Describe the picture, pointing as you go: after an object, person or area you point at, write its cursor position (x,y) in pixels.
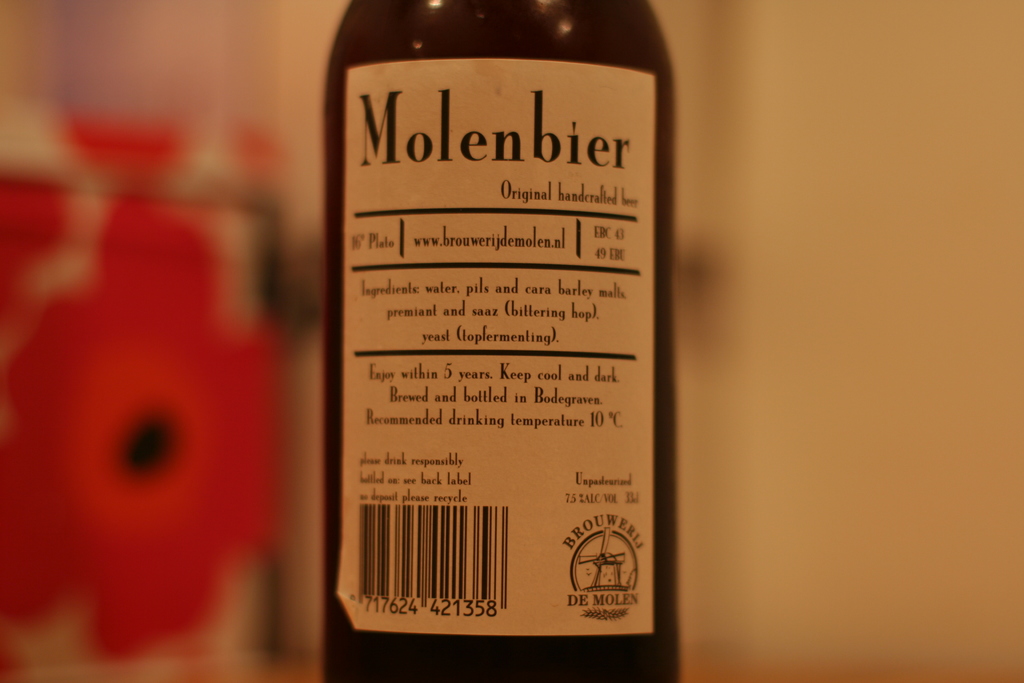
The picture contains a black color bottle (567,146), there is a label (422,143) on the bottle (422,143) it is written as "molenbier" on the label (624,81), it looks like some alcohol bottle (430,256).
